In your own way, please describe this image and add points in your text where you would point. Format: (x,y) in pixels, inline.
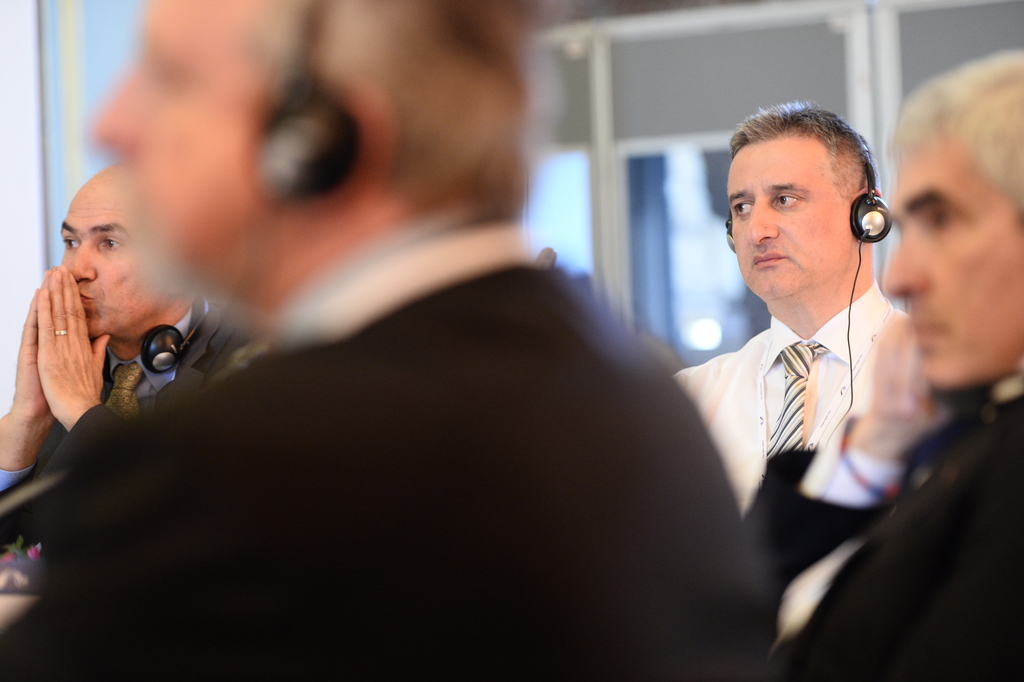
In the image we can see there are people (646,336) wearing clothes (577,353) and a tie (800,380). These are the headsets (860,205) and the background (732,14) is blurred.
